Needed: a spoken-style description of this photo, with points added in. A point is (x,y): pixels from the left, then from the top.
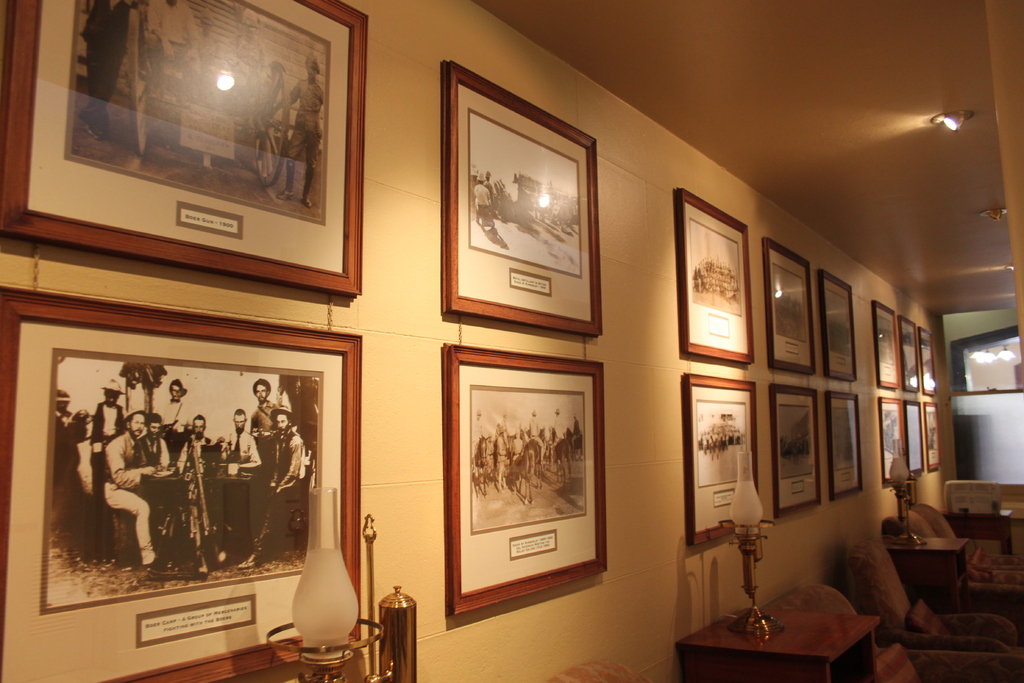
At the bottom of the picture (302,616), we see a lamp (395,665). In the right bottom (783,660), we see the chairs (880,627), cushions (916,627) and the tables (726,656) on which the lamps (917,544) are placed. In the background (657,286), we see a cream wall (617,345) on which many photo frames (554,383) are placed. On the right side (1011,357), we see a wooden table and the lights (1000,350). In the right top (883,61), we see the ceiling (860,97) of the room (801,72).
